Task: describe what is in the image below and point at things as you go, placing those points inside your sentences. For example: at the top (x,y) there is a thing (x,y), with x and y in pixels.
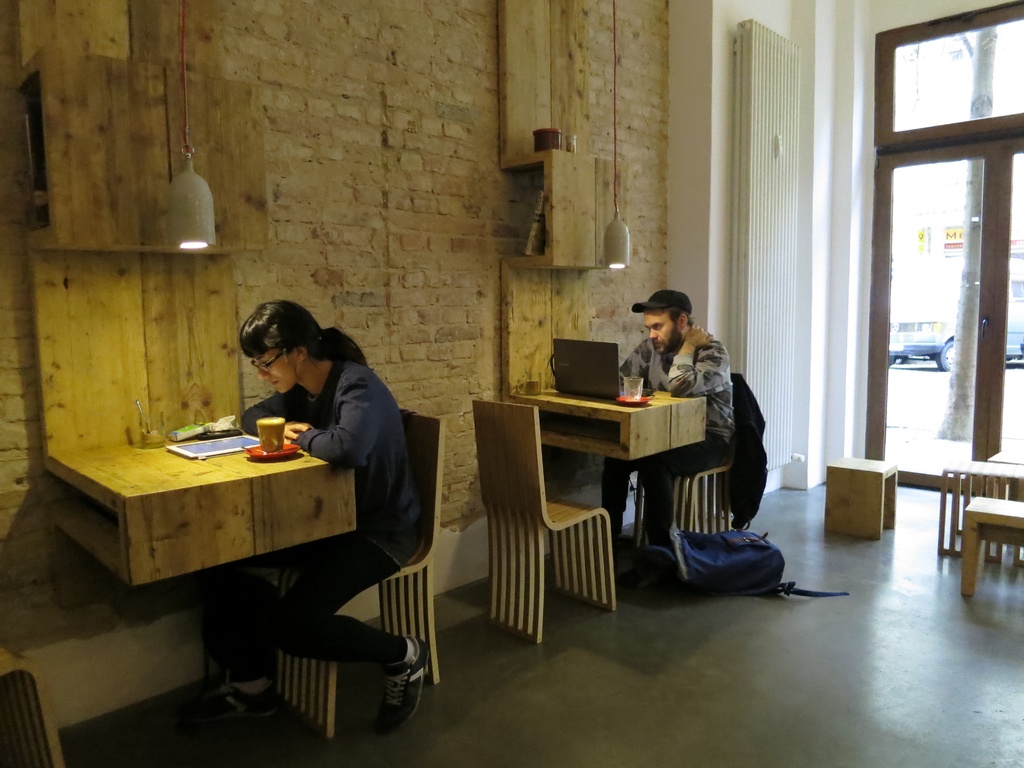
In this we can see a person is sitting on the chair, and in front her is the table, and tablet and some objects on it, and here is the light (615,263), and here is the wall (436,251) made of bricks (413,239), and here is the bag (725,544) on the floor (668,590), and here is the door (889,318).
